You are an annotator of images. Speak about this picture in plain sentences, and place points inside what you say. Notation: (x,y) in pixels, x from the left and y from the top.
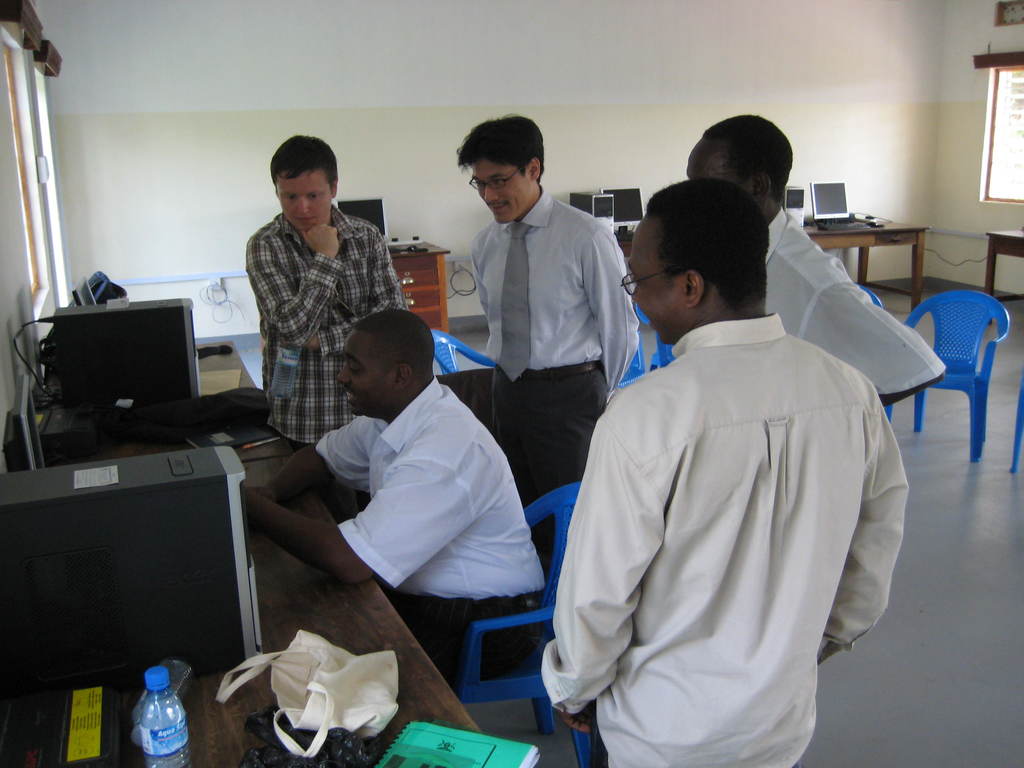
In this picture we can see five men (507,379) where four (487,241) are standing and looking at person (359,349) sitting on chair (491,662) and in front of them there is table (130,725) and on table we can see book (403,741), bag (312,704), bottle (170,685), CPU (122,578), monitor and in background (243,49) we can see wall (86,84), window (26,90), chairs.
